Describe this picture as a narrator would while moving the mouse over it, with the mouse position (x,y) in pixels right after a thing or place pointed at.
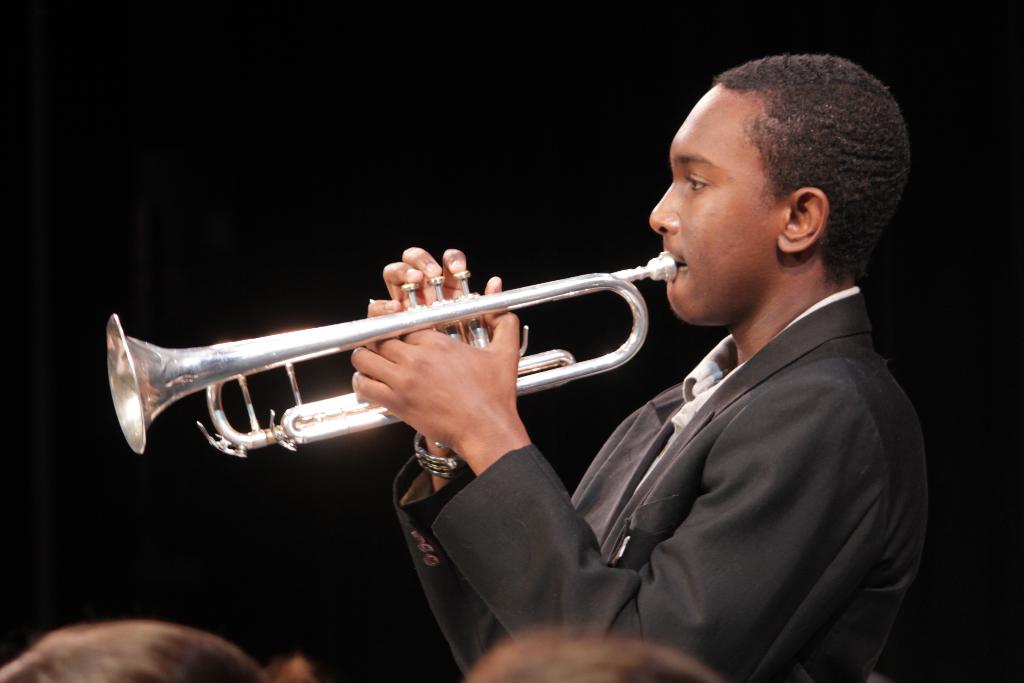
In this picture we can see a person (772,502) playing a trumpet (447,329), there is a dark background (500,74).
